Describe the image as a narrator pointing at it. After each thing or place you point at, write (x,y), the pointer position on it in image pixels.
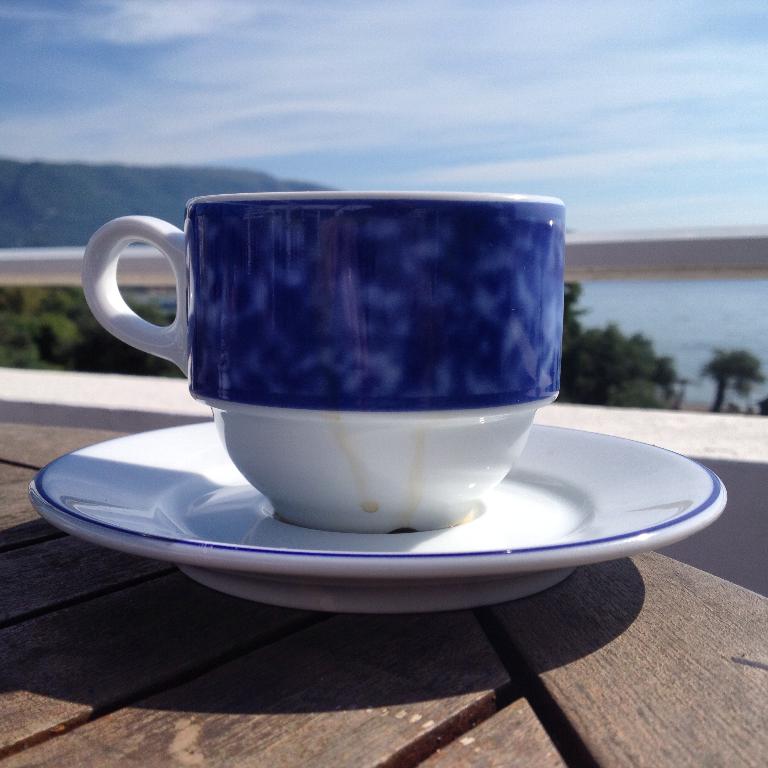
In the center of the image (334,442) we can see a cup (339,438) and a saucer (360,579) placed on the table (454,688). In the background (584,416) there is a fence (68,253) and we can see trees (626,363), hills (86,196), water (682,333) and sky (459,156).
